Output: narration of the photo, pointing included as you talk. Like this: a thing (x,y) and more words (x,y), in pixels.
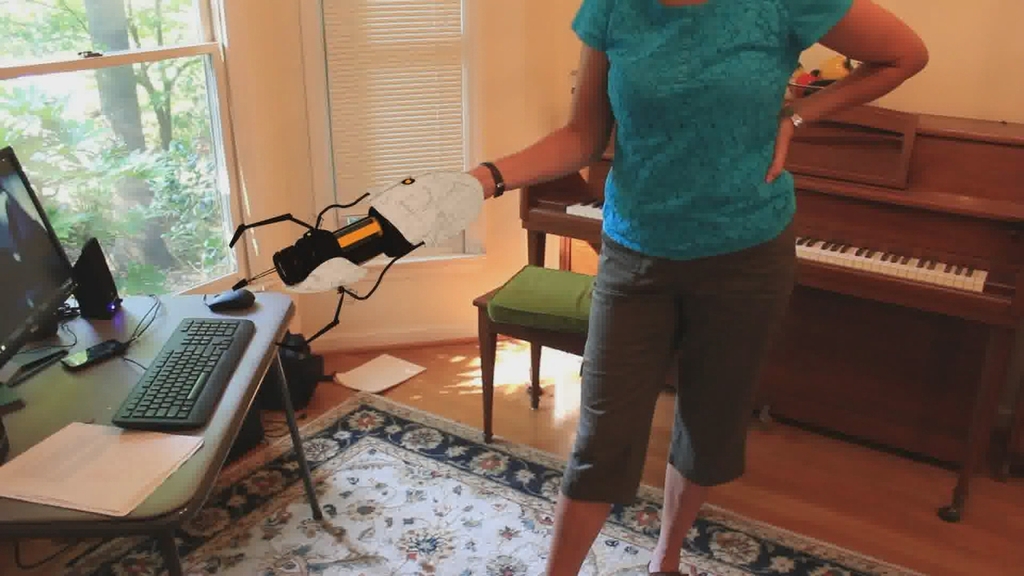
In this picture there is a lady (724,304) who is standing at the center of the image (616,277) and there is a piano (807,250) behind her, there is a glass window (174,228) at the left side of the image (153,197) and there is a computer (13,188) at the left side of the image (193,396).
